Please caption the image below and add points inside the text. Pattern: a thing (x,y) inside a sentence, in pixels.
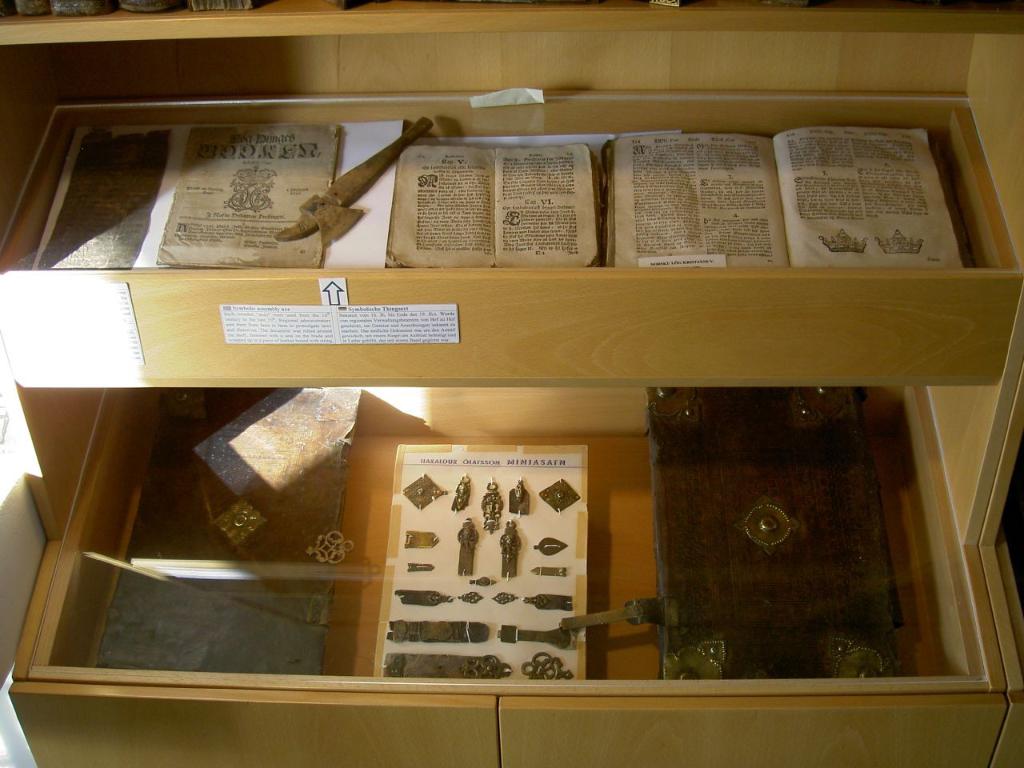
There are some books (741,558) and other objects (456,560) are kept in the racks (407,108) as we can see in the middle of this image (387,281).
